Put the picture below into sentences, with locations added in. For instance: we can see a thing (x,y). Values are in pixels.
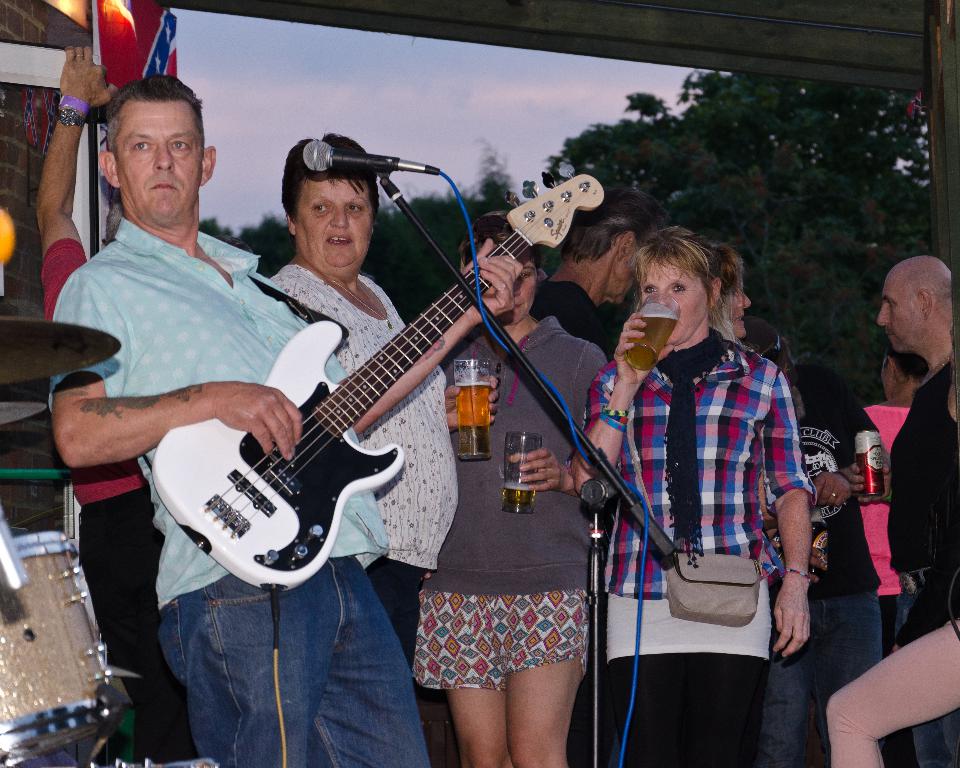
In this picture there are few people (181,346) standing. The man (221,361) to the left corner (177,349) is playing guitar (293,462) and in front of him there is microphone (365,161) and its stand (500,328). The woman (357,338) beside him are holding glasses (469,439) in their hand (493,391). The woman (633,434) to the right corner (704,413) is wearing a black scarf (693,379), handbag (710,575) and she is drinking. To the extreme left corner of the image (37,179) there is wall (6,136), cymbal (31,320) and drum (46,626). In the background (800,125) there are trees (795,137) and sky (298,72).
